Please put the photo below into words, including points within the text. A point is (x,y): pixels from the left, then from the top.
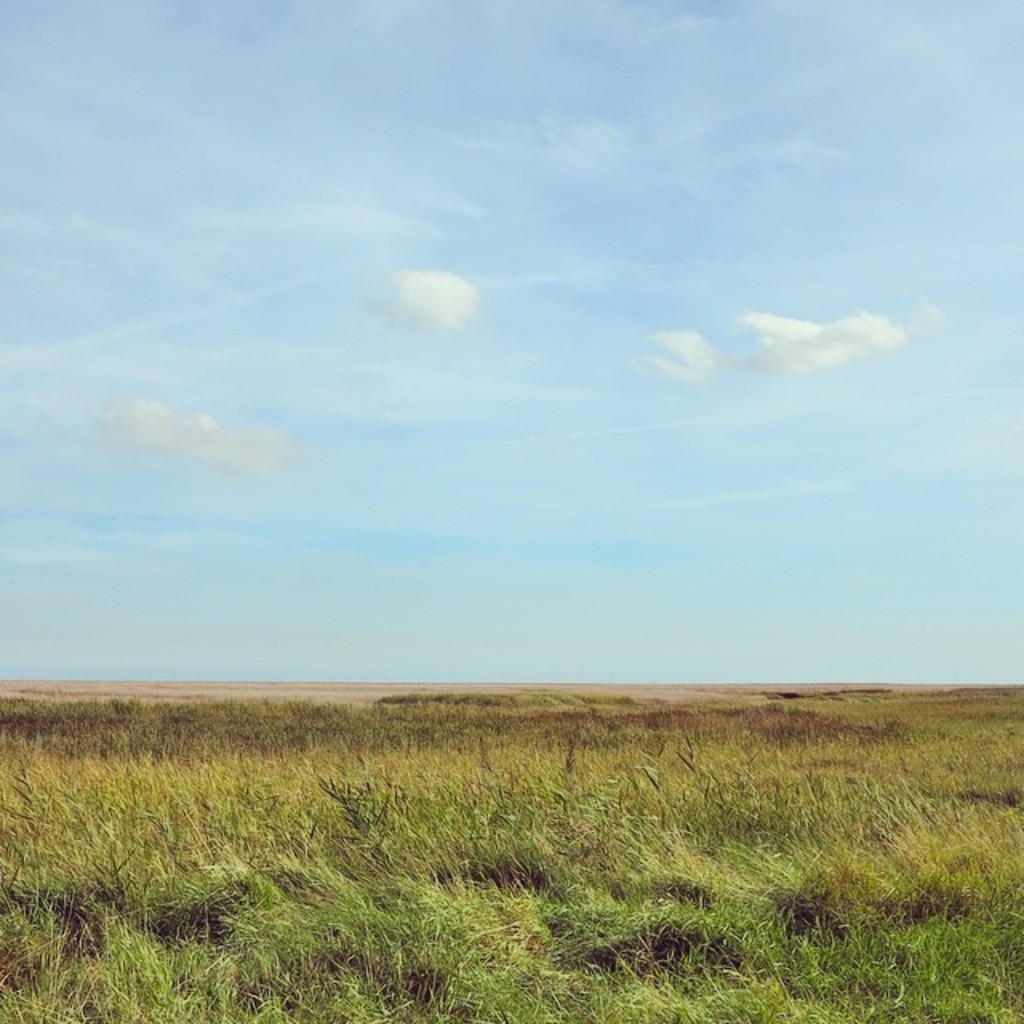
This picture is taken outside. At the bottom (523,746), there are plants (520,802) and grass (492,896). On the top (488,222), there is a sky (582,272) with clouds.
